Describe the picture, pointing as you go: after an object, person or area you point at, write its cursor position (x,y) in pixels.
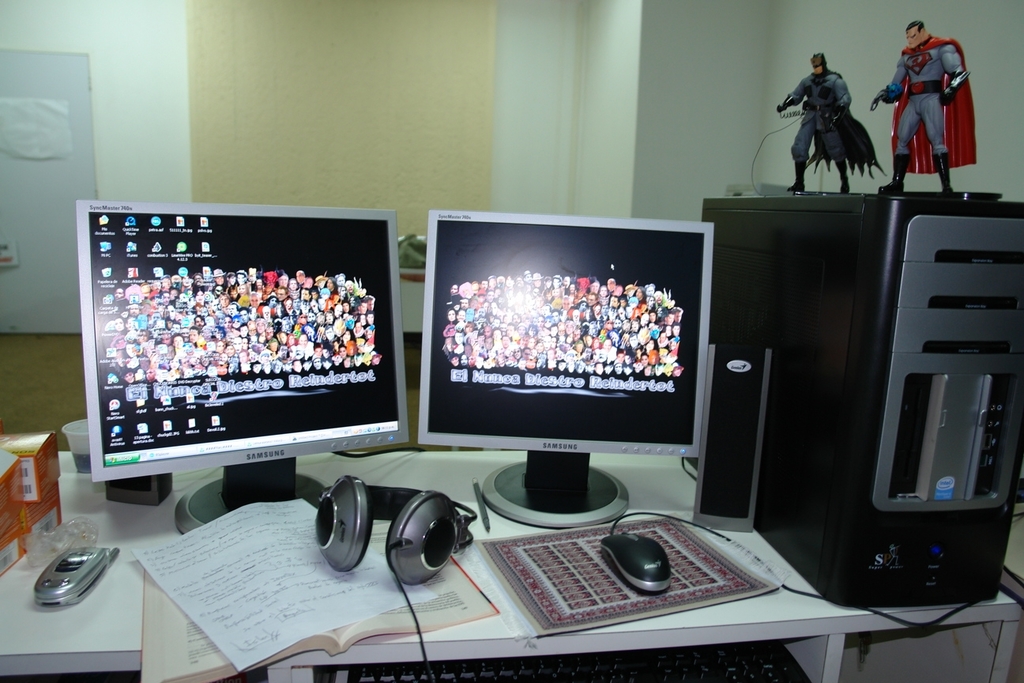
In this image i can see two monitors (655,363), a headset (427,523) and a mouse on the table (110,642). In the background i can see a wall (470,206), a door (16,100), few action figures (831,137) and a CPU (852,464) on the table (740,609).
